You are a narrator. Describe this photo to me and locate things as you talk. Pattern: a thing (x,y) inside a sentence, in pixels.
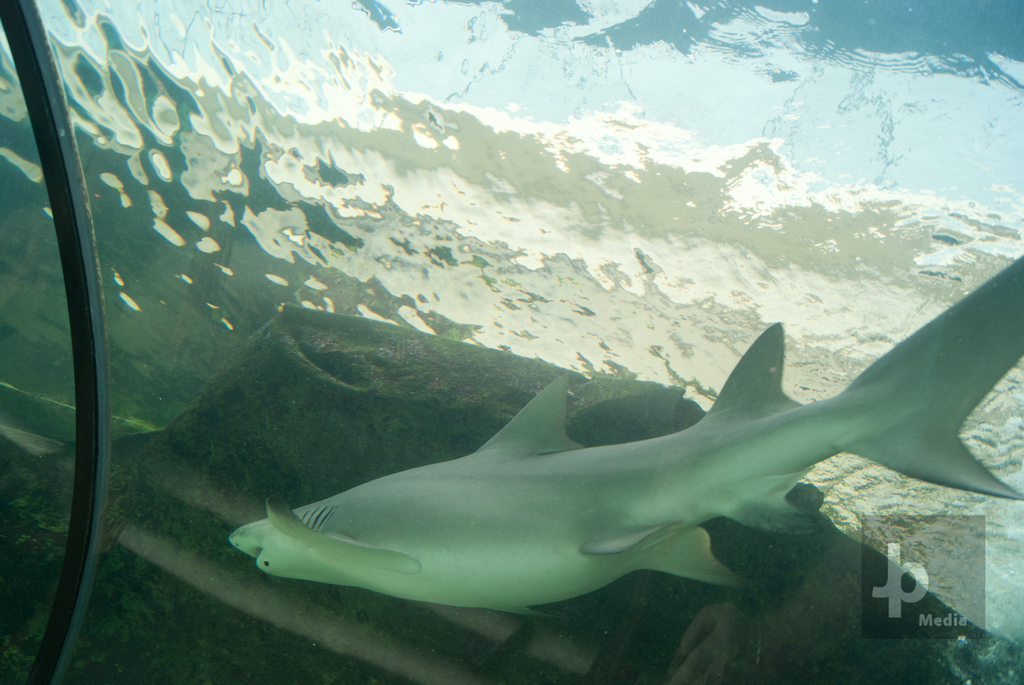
This picture shows a fish (661,458) in the water (691,120) and we see a watermark (869,582) on the corner of the picture.
